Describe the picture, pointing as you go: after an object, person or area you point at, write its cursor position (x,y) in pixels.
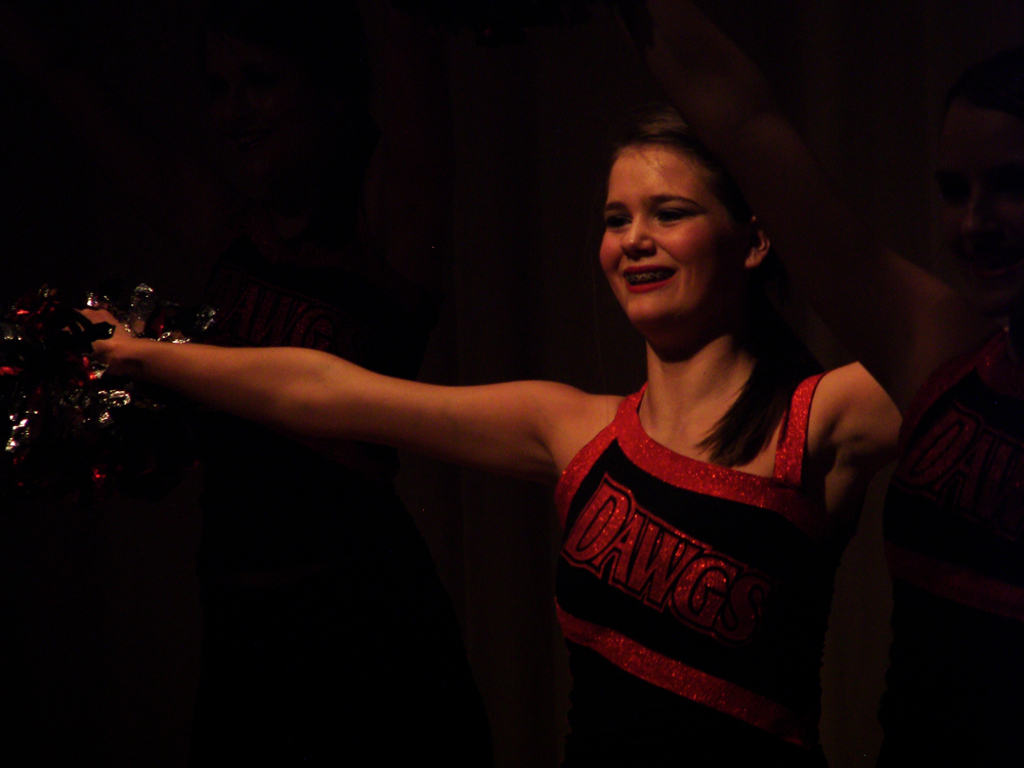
This picture shows a woman (669,202) with a smile (636,283) on her face (649,285) and she holds a color paper (125,399) in her hand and we see another woman (970,731) on the side.
